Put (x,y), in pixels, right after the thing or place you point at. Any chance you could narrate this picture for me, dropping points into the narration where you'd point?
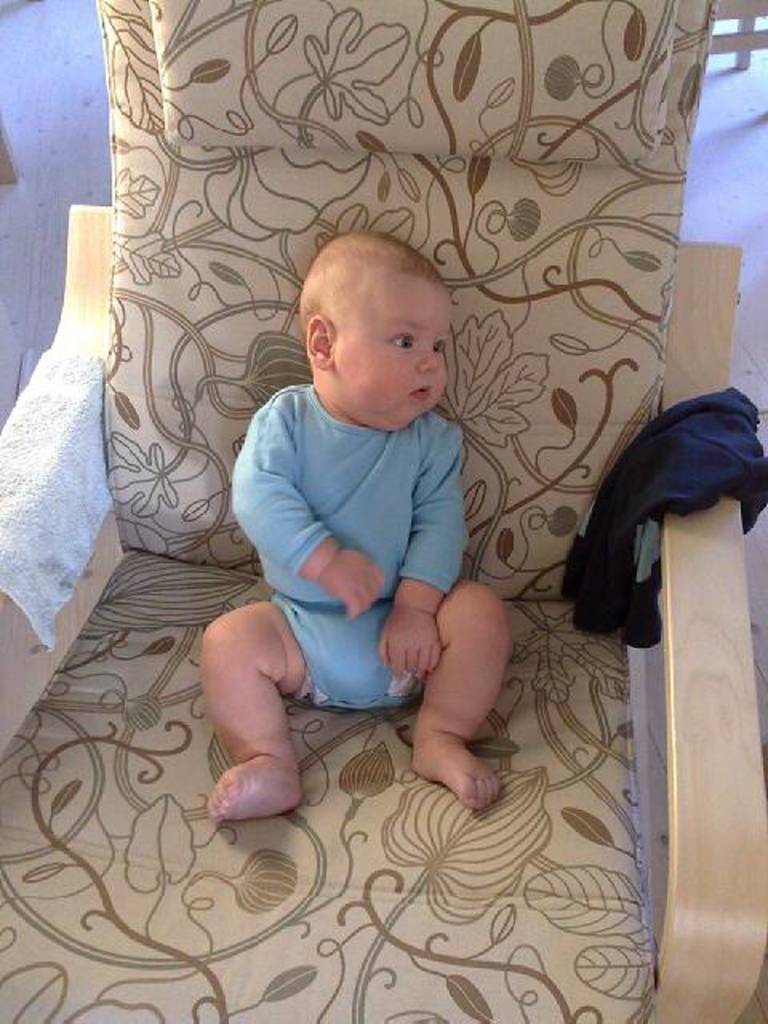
There is a baby (395,462) in light blue color dress (378,478), looking at some object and sitting on the chair (51,958). On the right hand side of the image (680,499), there is a cloth (685,455) on the chair (544,430). On the left hand side of the image (55,472), there is a towel (69,468) on the chair (116,445). In the background (43,103), there is a floor (54,86) and some wood item (748,24).
